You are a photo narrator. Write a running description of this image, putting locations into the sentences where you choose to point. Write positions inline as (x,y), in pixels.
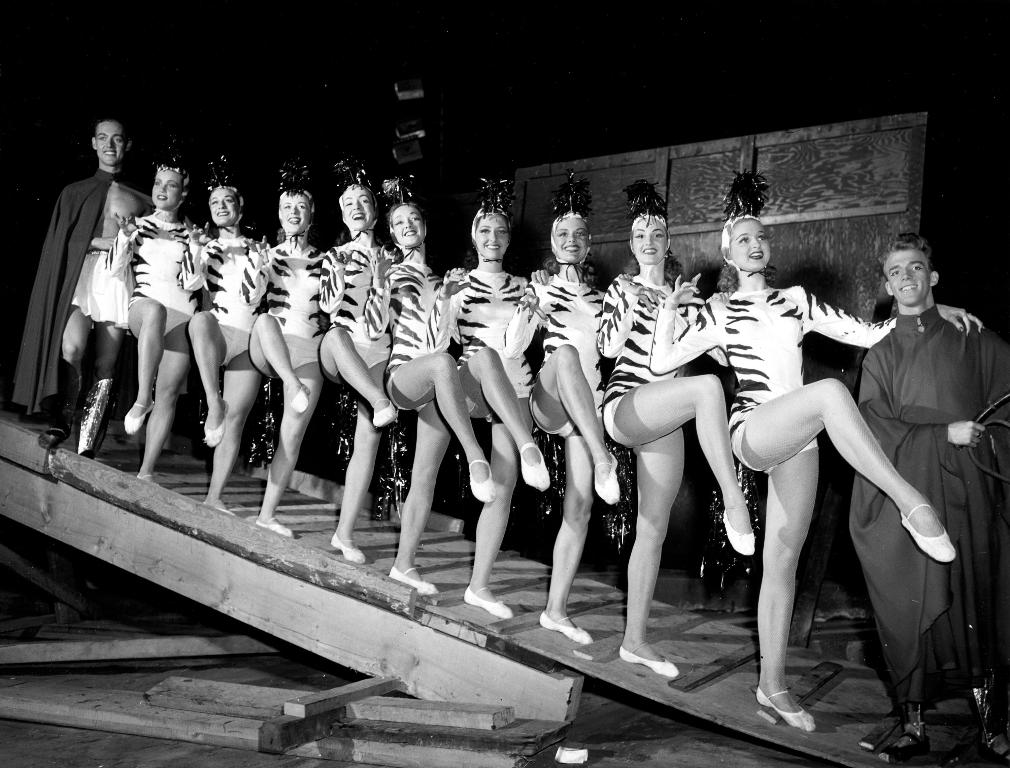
In this image I can see the group of people (409,516) standing and wearing the dresses (400,337). These people (608,410) are standing on the wooden surface (414,611). And this is a black and white image.
